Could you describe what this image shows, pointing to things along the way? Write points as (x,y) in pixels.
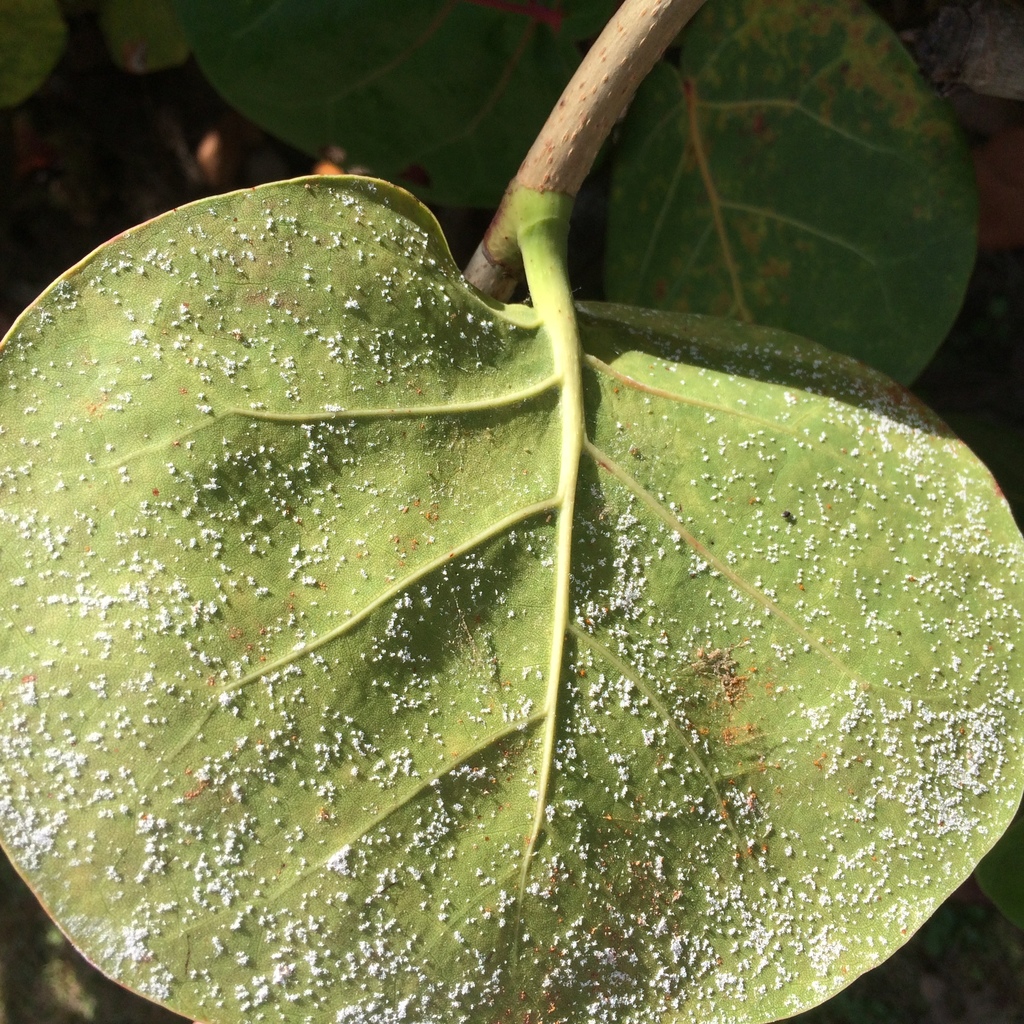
In this image, we can see some green leaves (358,311).
